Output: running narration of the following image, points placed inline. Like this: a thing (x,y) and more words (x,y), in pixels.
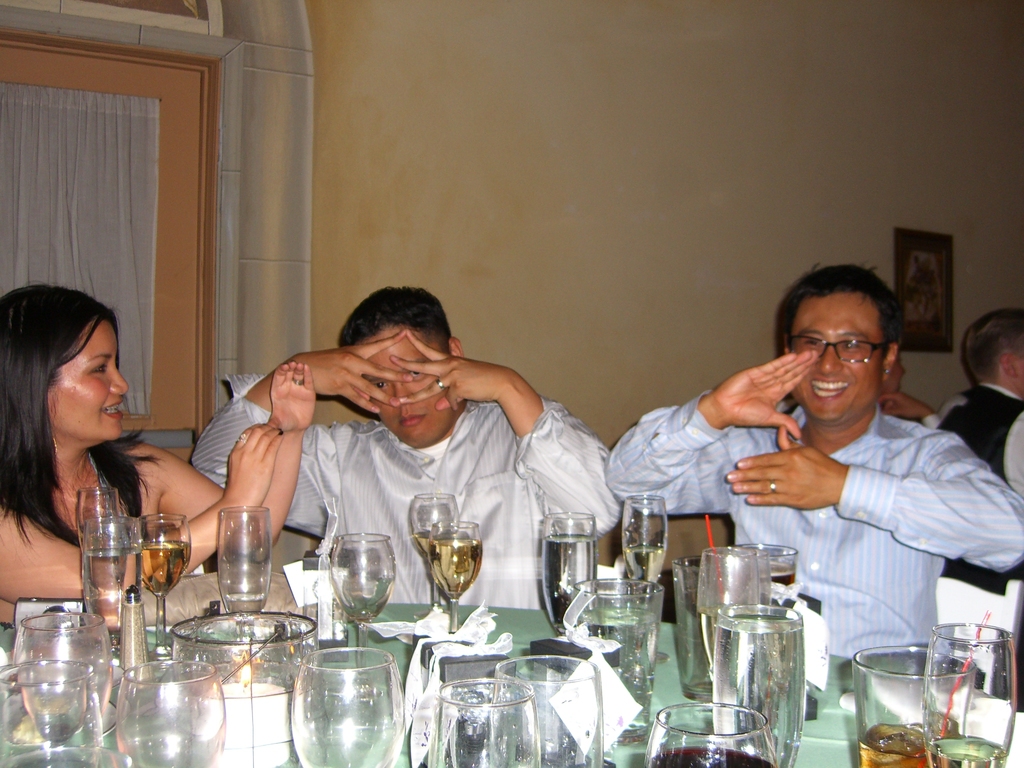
In this image we can see a group of people (953,475) sitting. In the foreground (222,563) we can see group of glasses (746,693), boxes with ribbons (425,688), candle (273,715) and a device (48,613) are placed on the table (726,620). On the left side of the image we can see the curtains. On the right side of the image (919,247) we can see a photo frame (900,248) on the wall (732,272).
